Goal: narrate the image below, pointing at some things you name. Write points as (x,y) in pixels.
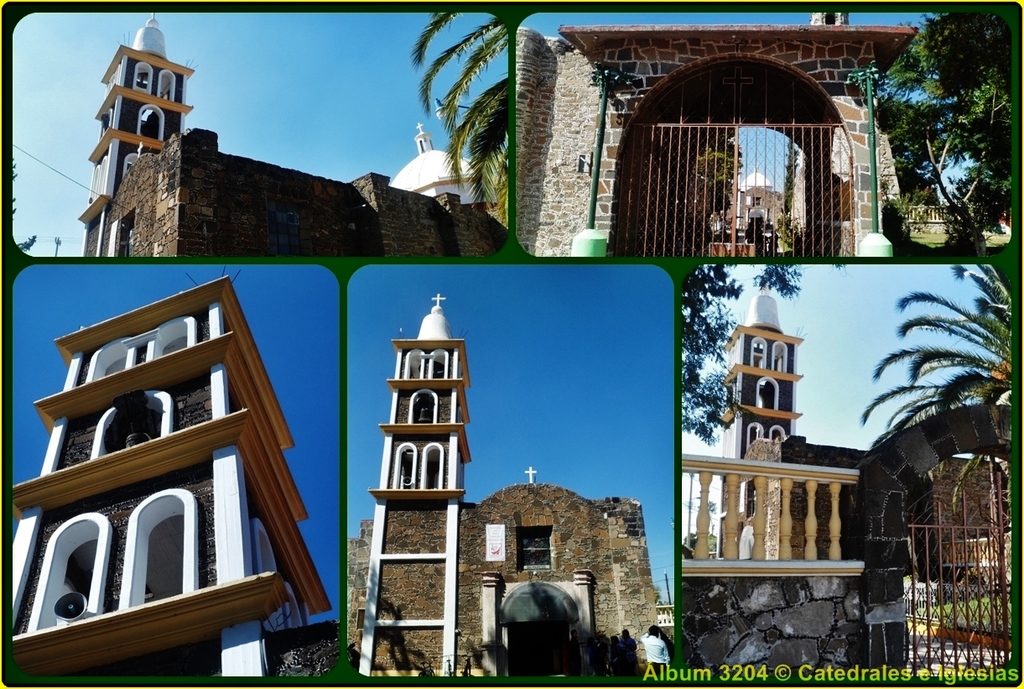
In this image I can see a building (459,616) in brown color. Background (617,356) I can see few trees (494,150) in green color and sky (574,354) in blue color.
